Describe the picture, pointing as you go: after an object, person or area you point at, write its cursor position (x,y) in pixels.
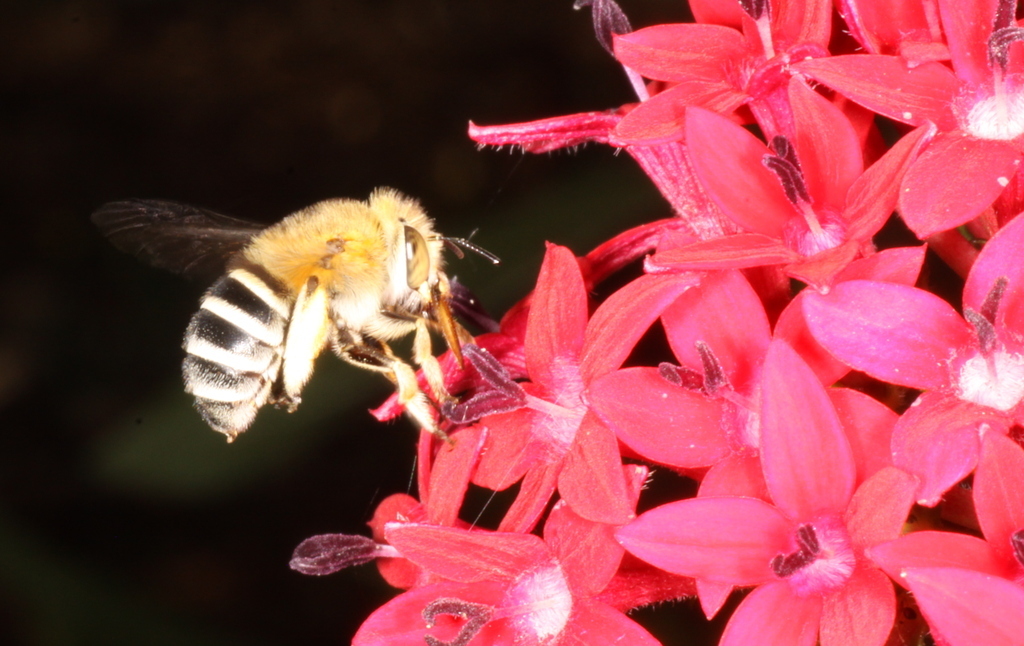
In this picture we can see a honey bee (357,239) and few flowers (536,296), we can see dark background (120,323).
